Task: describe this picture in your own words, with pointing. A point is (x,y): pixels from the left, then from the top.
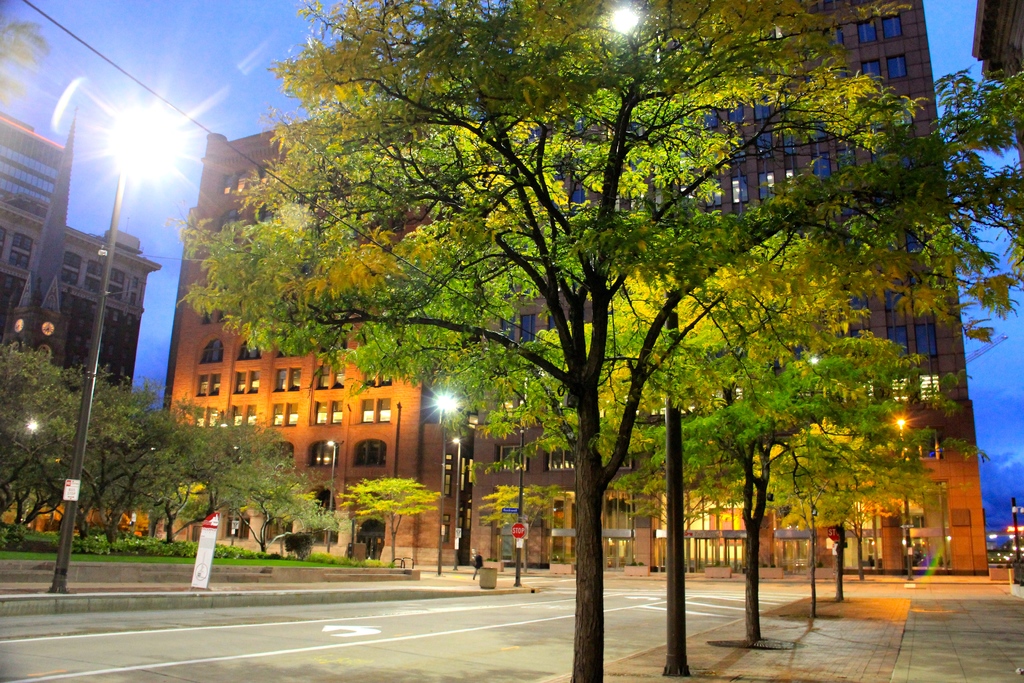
In this picture we can see trees (575,432), road (642,613), poles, lights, grass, wire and plants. In the background of the image (248,356) we can see buildings (14,261) and sky (190,74).
